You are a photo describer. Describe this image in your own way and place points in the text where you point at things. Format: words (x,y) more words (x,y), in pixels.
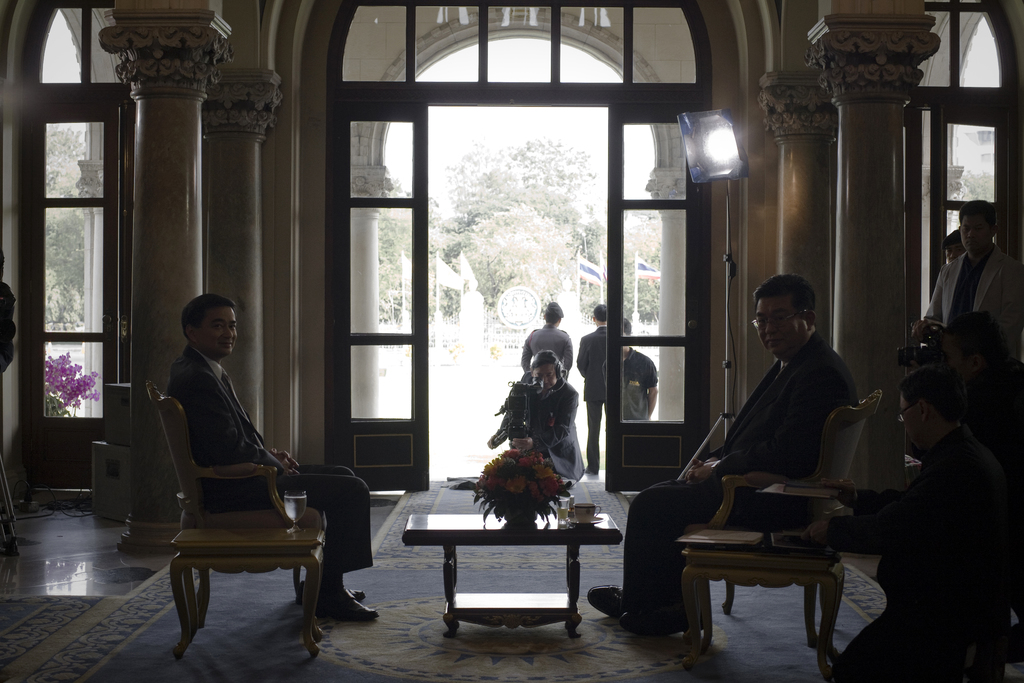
Here we can see a person (355,590) sitting on a chair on the left side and he is smiling. There is a person (811,384) sitting on a chair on the right side (699,492). There are a few people (1000,290) standing on the right side (943,398). This is a wooden table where a flower vase (496,507) and a cup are kept on it. There is a person (544,448) in the center (558,446) and he is holding a camera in his hand (493,441). Here we can see trees (549,236) and flags (405,278).
